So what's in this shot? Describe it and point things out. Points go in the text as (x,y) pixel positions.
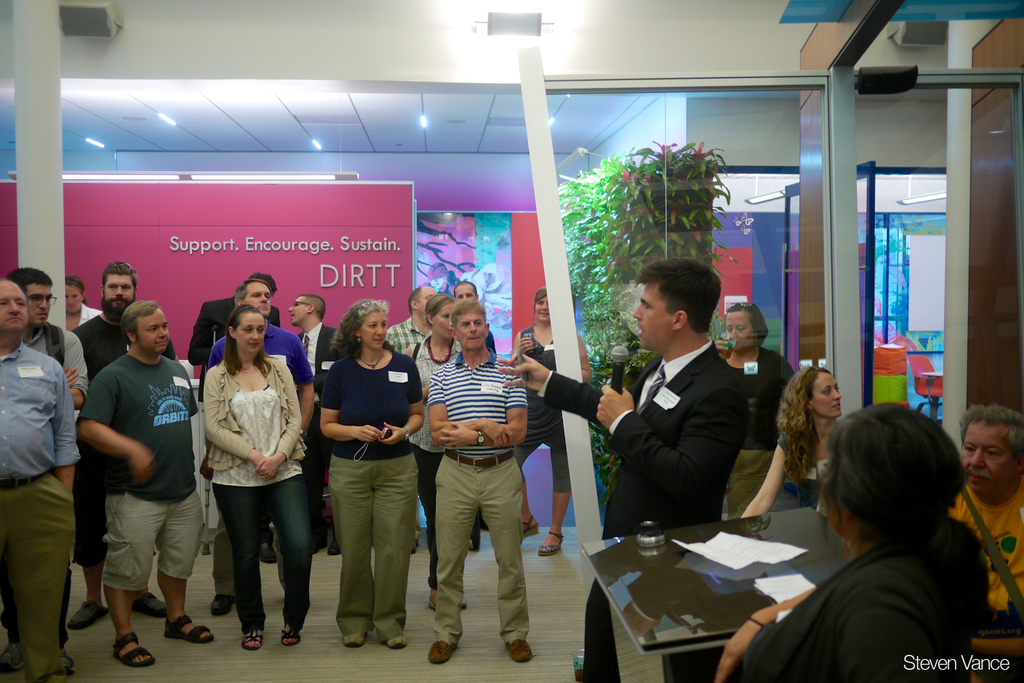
The picture might be taken in a office space (729,116). In this picture there is a meeting going on. In the foreground of the picture (847,464) there are people (828,621), desk (693,569), paper (682,546) and other objects (660,538). In the center of the picture (380,314) there are people (357,340) standing, glass window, banner (179,225), lights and house plants (590,217). In the background (394,187) there are lights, wall (450,210), poster (460,241), door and other objects (822,270). At the top (82,19) there is a speaker (86,19) towards left (74,8) and on the right (909,32) there is another speaker (909,31).
